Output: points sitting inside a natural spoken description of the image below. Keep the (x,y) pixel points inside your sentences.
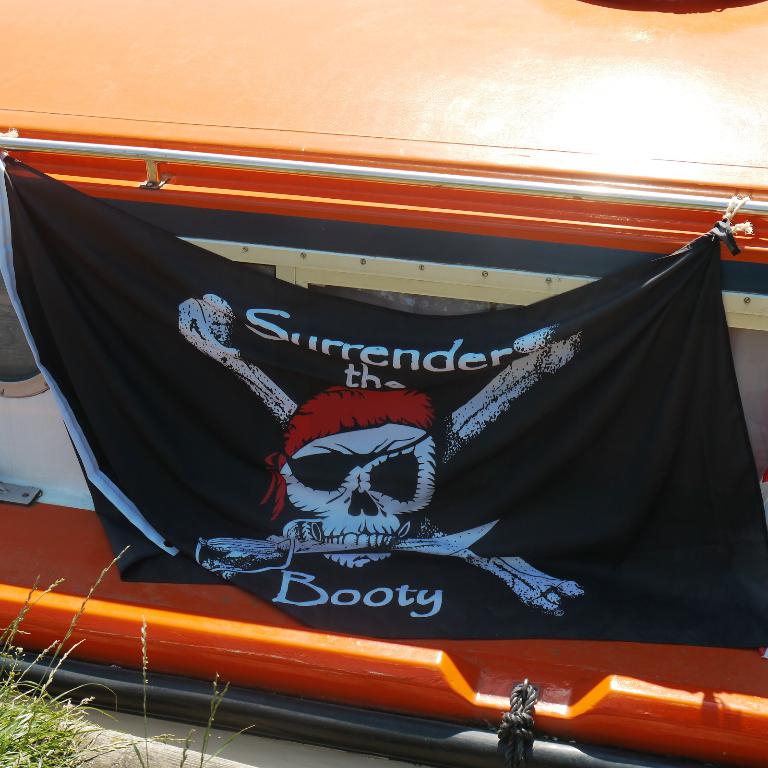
Black flag (231,296) is tied to this boat (737,235). Here we can see rope (506,740) and grass (12,698). On this black flag (474,634) there is a skeleton (417,456).
